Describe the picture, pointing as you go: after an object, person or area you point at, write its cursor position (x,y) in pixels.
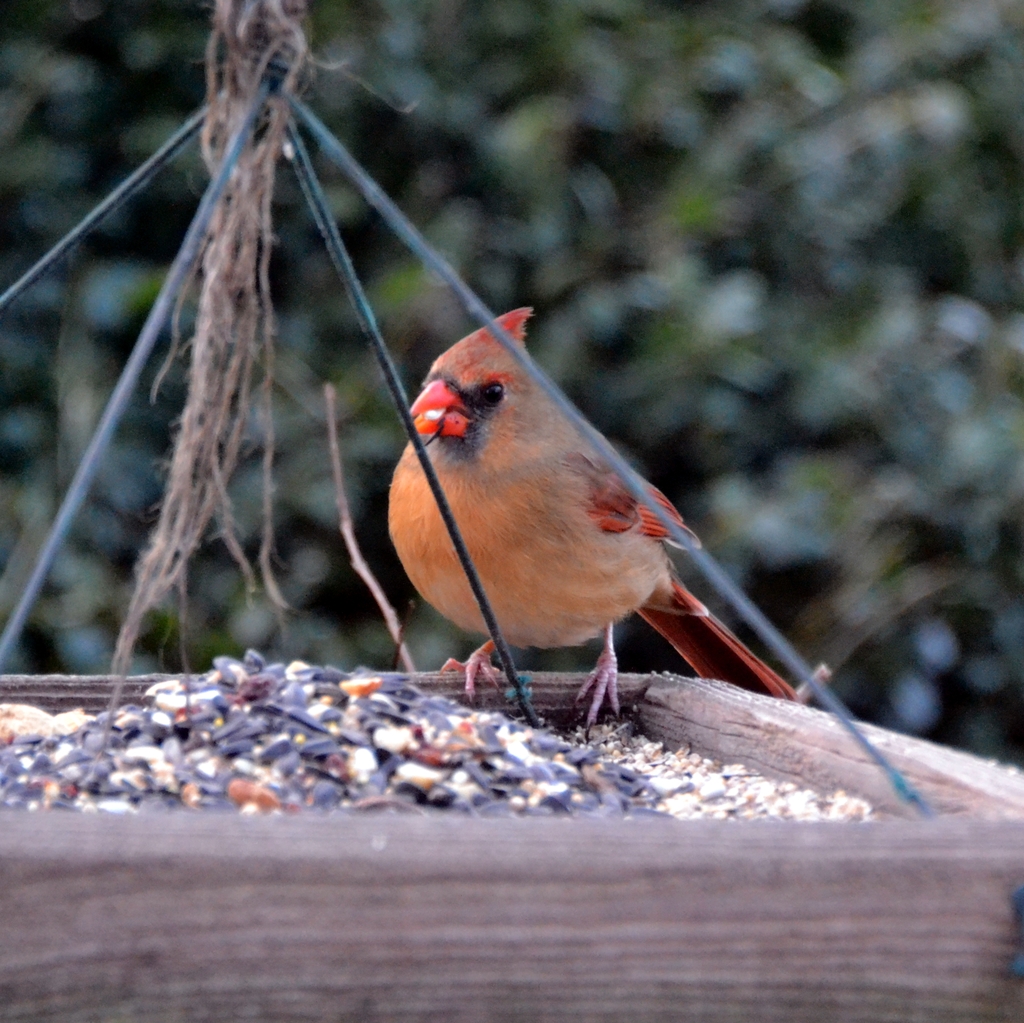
In the foreground of the picture (224,806) we can see a wooden object (186,851), in the wooden object (76,819) there are grains (405,696). On the wooden object (88,816) there is a bird (486,507). In the background (439,195) there is greenery (683,352).
